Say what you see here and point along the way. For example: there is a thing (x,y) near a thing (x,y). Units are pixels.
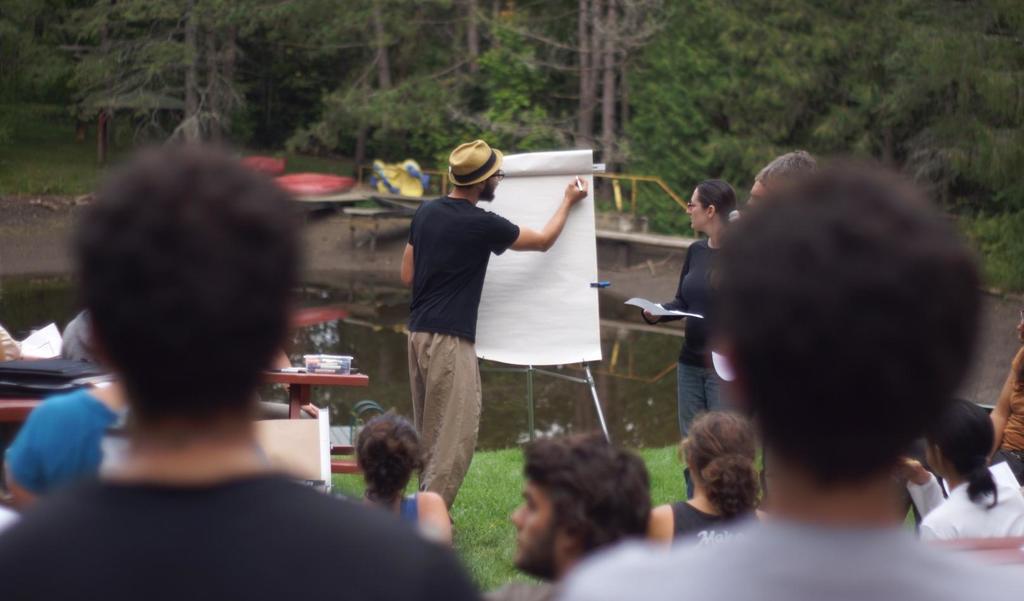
In this image there are group of people (964,518), pens (329,363) in a box (347,366), bags (56,381) on the benches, grass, a person (482,234) standing and holding a pen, paper (529,171) to the board (573,232) on the stand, another person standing and holding a paper (631,303), water (336,329), bridge (374,200), trees (996,179), boats (407,183).
